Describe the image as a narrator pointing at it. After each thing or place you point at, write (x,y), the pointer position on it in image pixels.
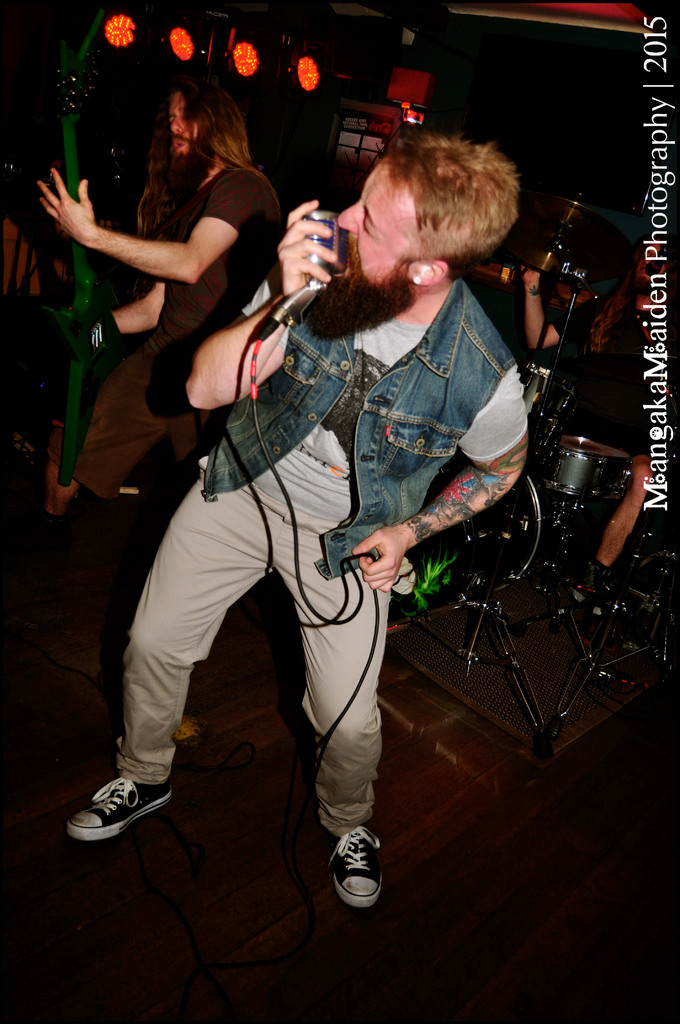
This picture describes about group of people (422,350), in the middle of the image (368,357) we can see a man (349,328), he is singing with the help of microphone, in the background (465,569) we can find few musical instruments (514,520) and lights (315,66).
